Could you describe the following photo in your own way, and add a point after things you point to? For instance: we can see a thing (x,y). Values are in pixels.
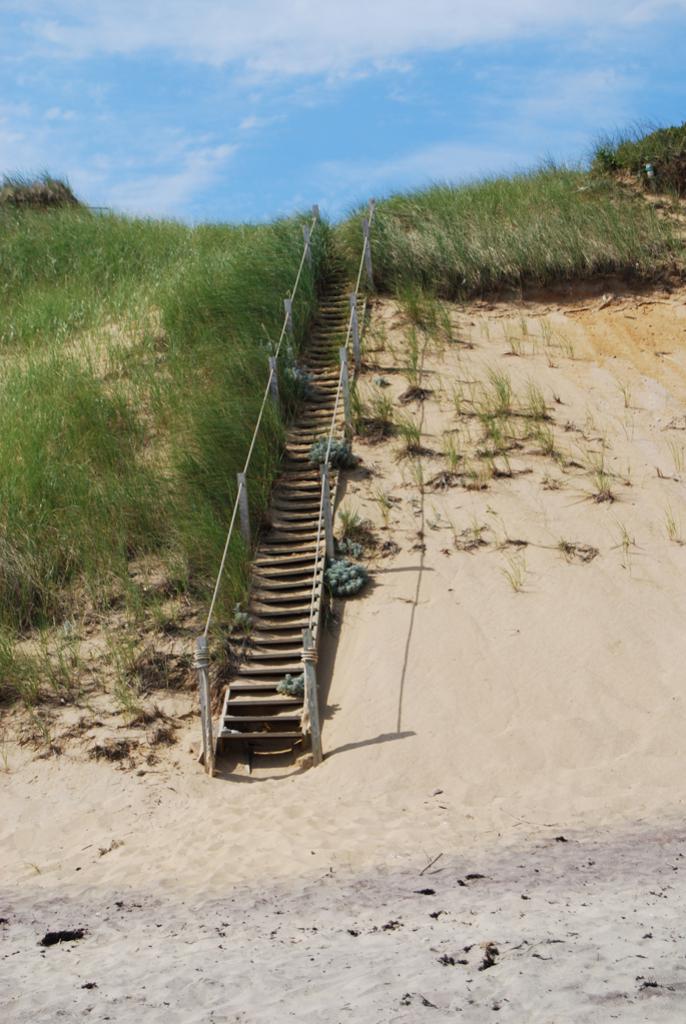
In this image there are stairs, wooden posts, plants (384,503), grass (32,264), and, sand (668,804) in the background (200,184) there is sky (212,111).
